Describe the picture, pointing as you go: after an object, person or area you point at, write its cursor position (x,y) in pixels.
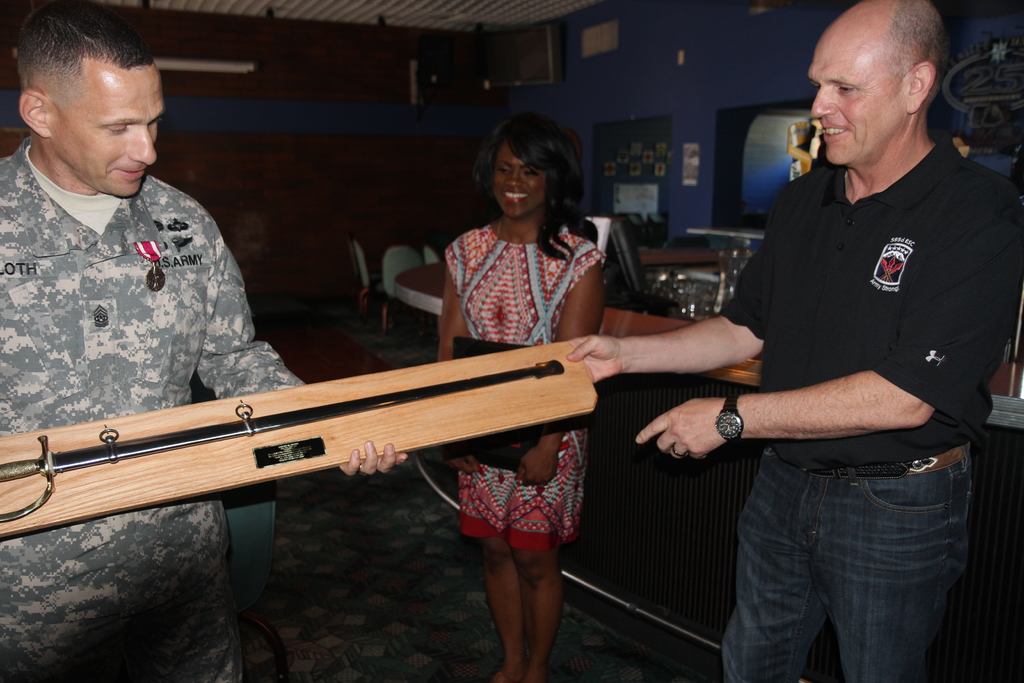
In this picture I can see there are three people (909,130) standing here and they are two men (845,375) and a woman (532,298), they are smiling and holding a weapon (406,398) which is attached to the wooden frame (388,408) and the woman (524,212) is holding a black color object (465,343). In the backdrop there are chairs (384,320) and tables (420,276).
